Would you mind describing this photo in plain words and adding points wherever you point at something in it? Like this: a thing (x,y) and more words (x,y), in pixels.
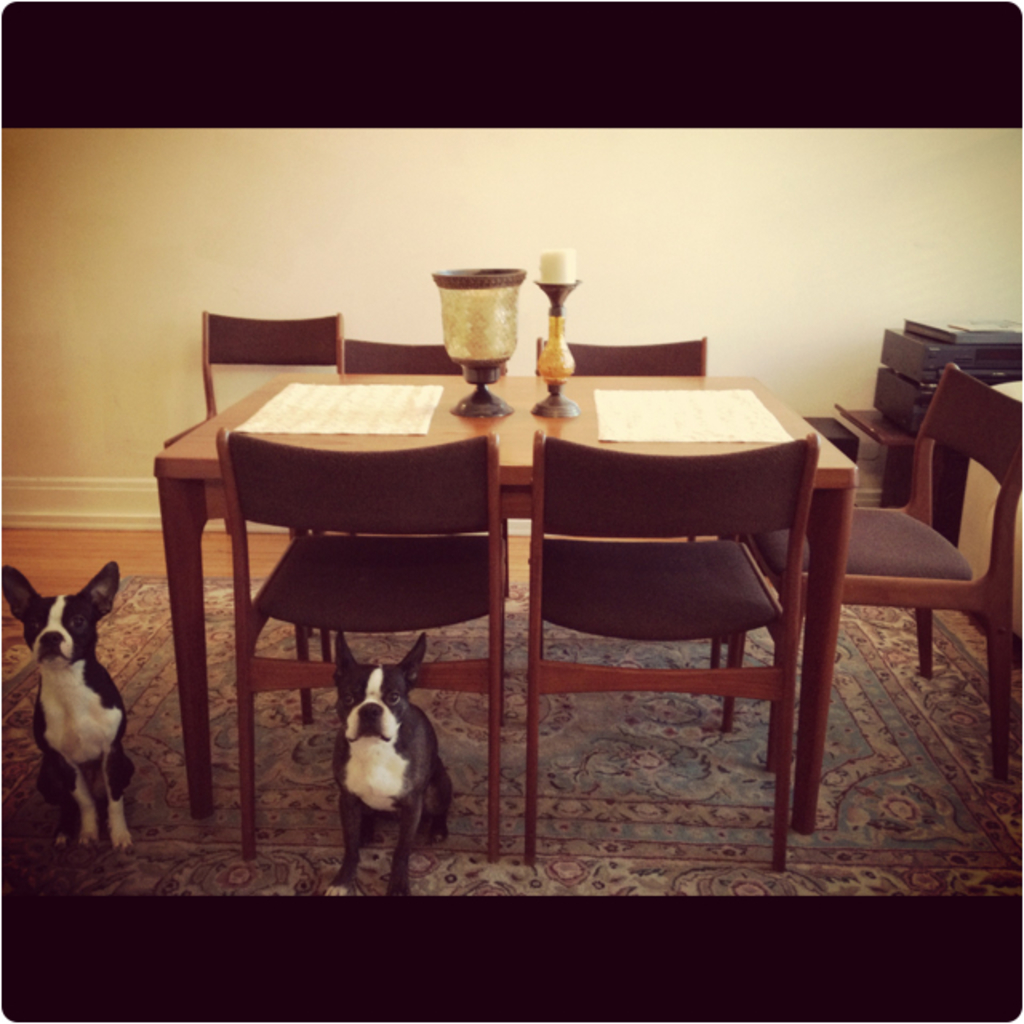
In this image, we can see a dining table (187,486) with chairs (686,504). Top of the dining table (449,440), we can see mats (669,427), few objects (561,348), candle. At the bottom (689,806), there is a floor mat (603,830). Here two dogs (360,795) are sitting on the mat (322,832). Right side of the image (895,445), we can see table (908,452), few objects (1006,343). Background (669,251) there is a wall (675,264). At the top (575,81) and bottom of the image (491,951), we can see black color.
